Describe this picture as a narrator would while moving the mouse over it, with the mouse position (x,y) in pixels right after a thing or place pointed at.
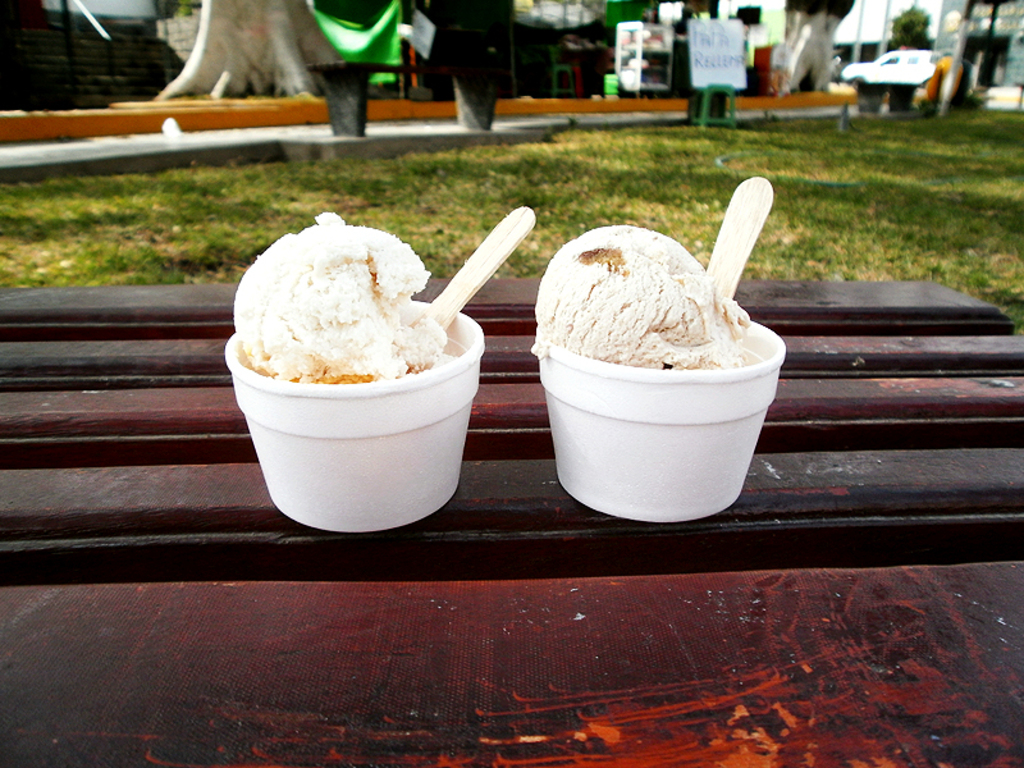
In the foreground (274,238) I can see two ice cream cups (325,366) on a bench (285,549). In the background (611,177) I can see grass (644,177), tents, boards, houses (852,48) and vehicles (909,52) on the road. This image is taken may be in the evening.
